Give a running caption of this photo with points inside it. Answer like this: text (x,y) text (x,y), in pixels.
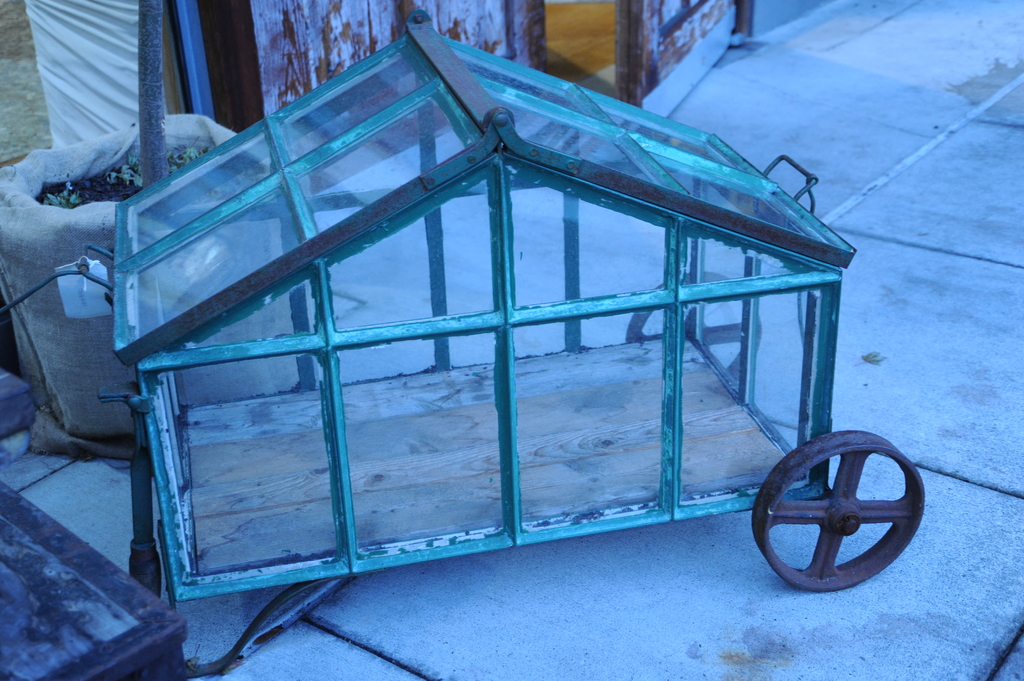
In this image I can see a glass box (469,278), a bag (113,433) and in it I can see something.
